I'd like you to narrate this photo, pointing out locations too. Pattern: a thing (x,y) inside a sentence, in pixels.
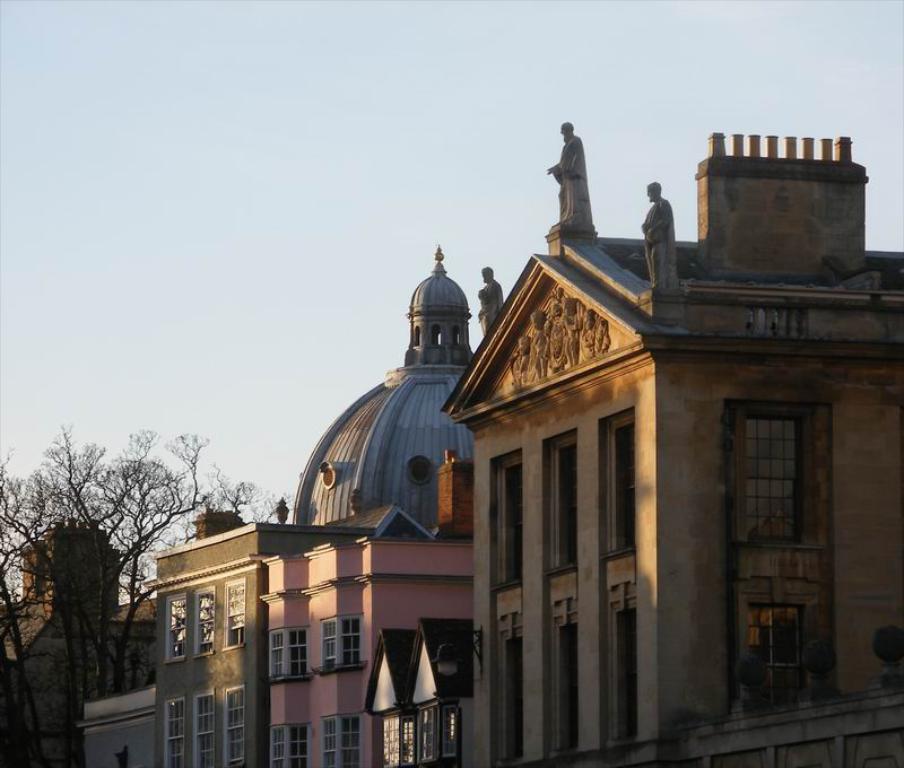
Here in this picture we can see buildings (443,601) and houses (452,699) present over there and in the front (650,240) we can see statues (653,254) present on the building (574,301) over there and on the left side (103,649) we can see trees (71,672) present all over there.
